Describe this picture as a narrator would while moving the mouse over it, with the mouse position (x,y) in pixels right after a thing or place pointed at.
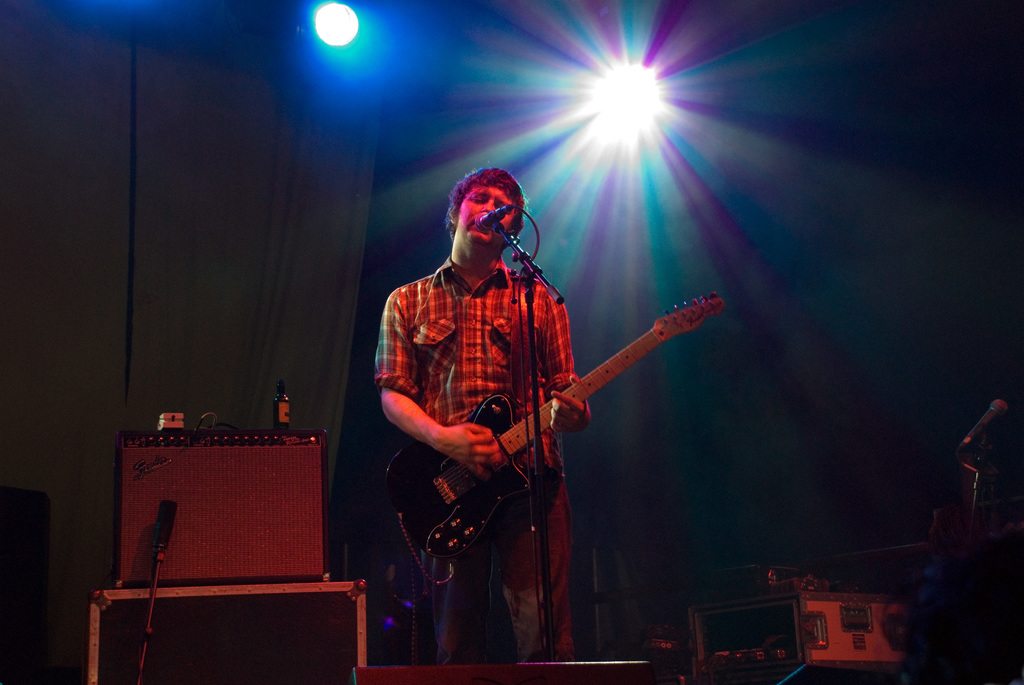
This is the picture of a man (482,441) in check shirt (474,390) holding a guitar (456,501) and singing a song in front of the man (544,328) there is a microphone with stand (535,380). Behind the man (454,374) there are music system (213,527) and a wall (262,154) with light (623,103).
